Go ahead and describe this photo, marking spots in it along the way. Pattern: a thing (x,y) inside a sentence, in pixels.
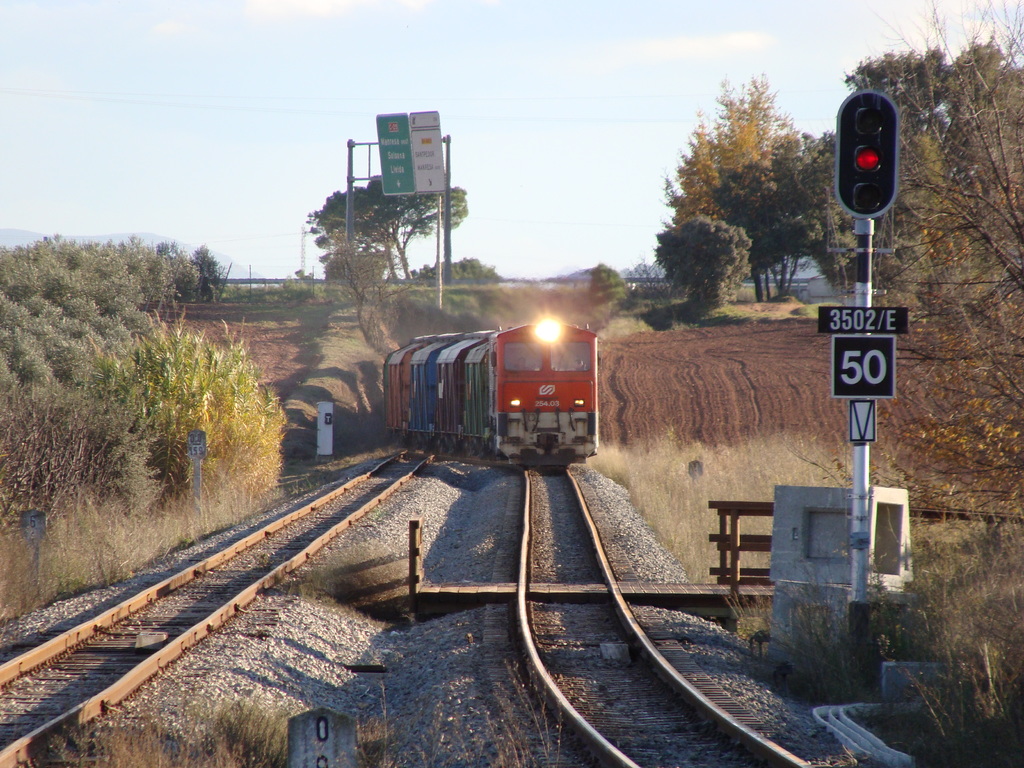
In this image there is a train (568,462) on the railway track (679,712), and there are signal lights (861,217) and boards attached to the poles (202,440), track (191,588), grass (110,576), plants (105,315), trees (687,219), sky (115,75).
